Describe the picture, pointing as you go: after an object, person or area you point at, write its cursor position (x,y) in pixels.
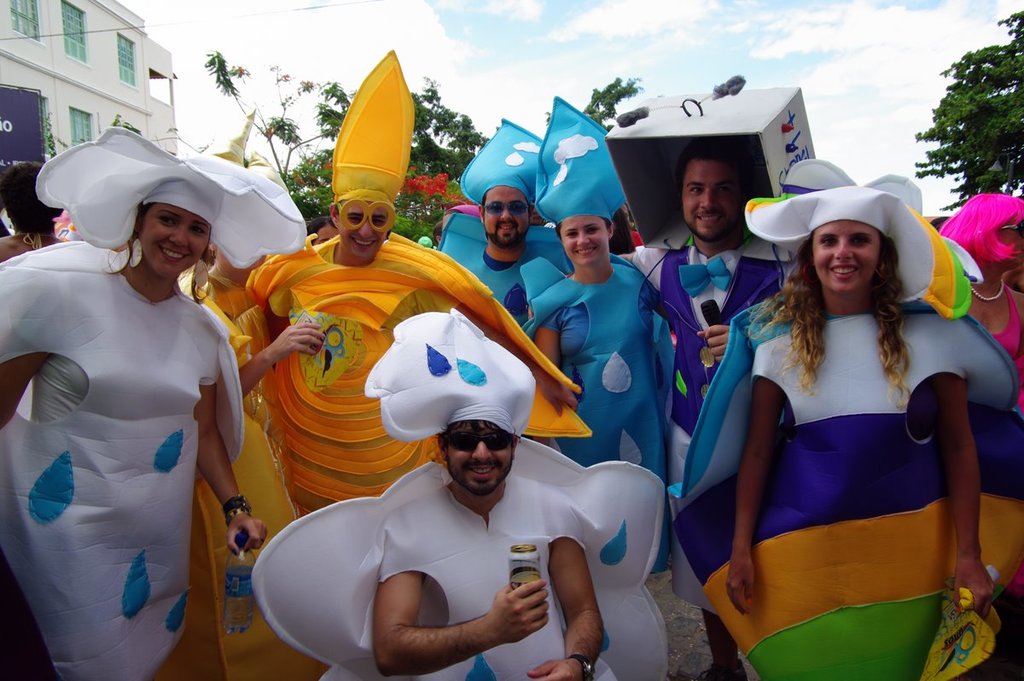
In this picture I can see few people (646,409) are standing and they wore costumes (271,243) and I can see trees (968,138), building (51,32) on the left side (56,15) and I can see blue cloudy sky (670,91) and a man (702,348) holding a microphone (713,317) and another man (528,590) holding a can (529,575) and I can see a woman (130,635) holding water bottle (248,556) in her hand (232,524).
